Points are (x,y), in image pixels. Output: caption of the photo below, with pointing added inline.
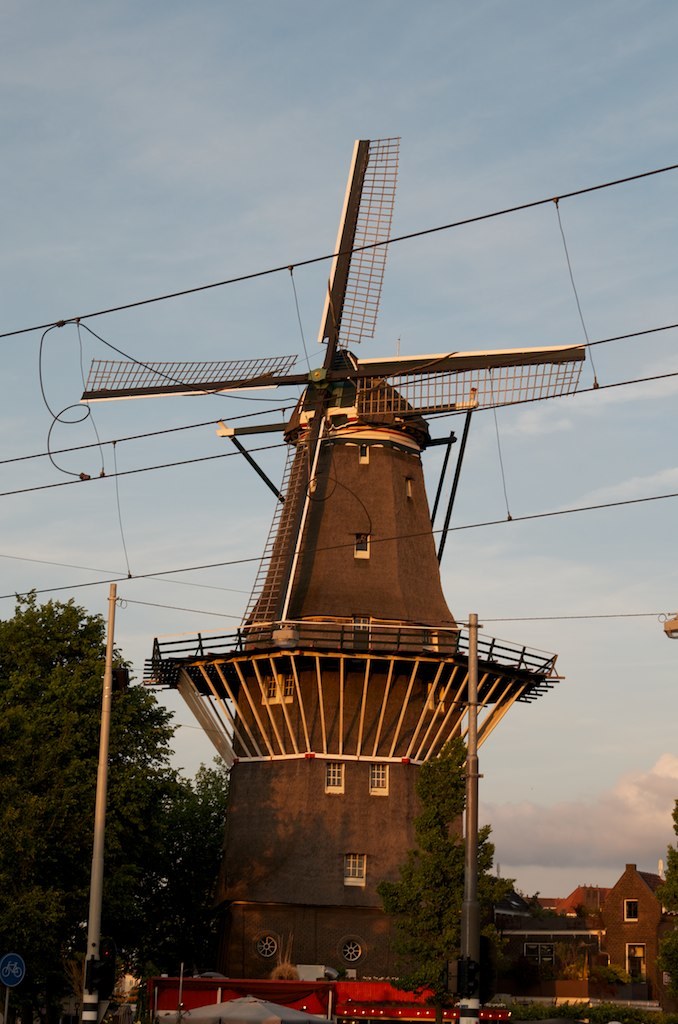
In this picture, this is Windmill (442,616) and this are some home (623,957).
